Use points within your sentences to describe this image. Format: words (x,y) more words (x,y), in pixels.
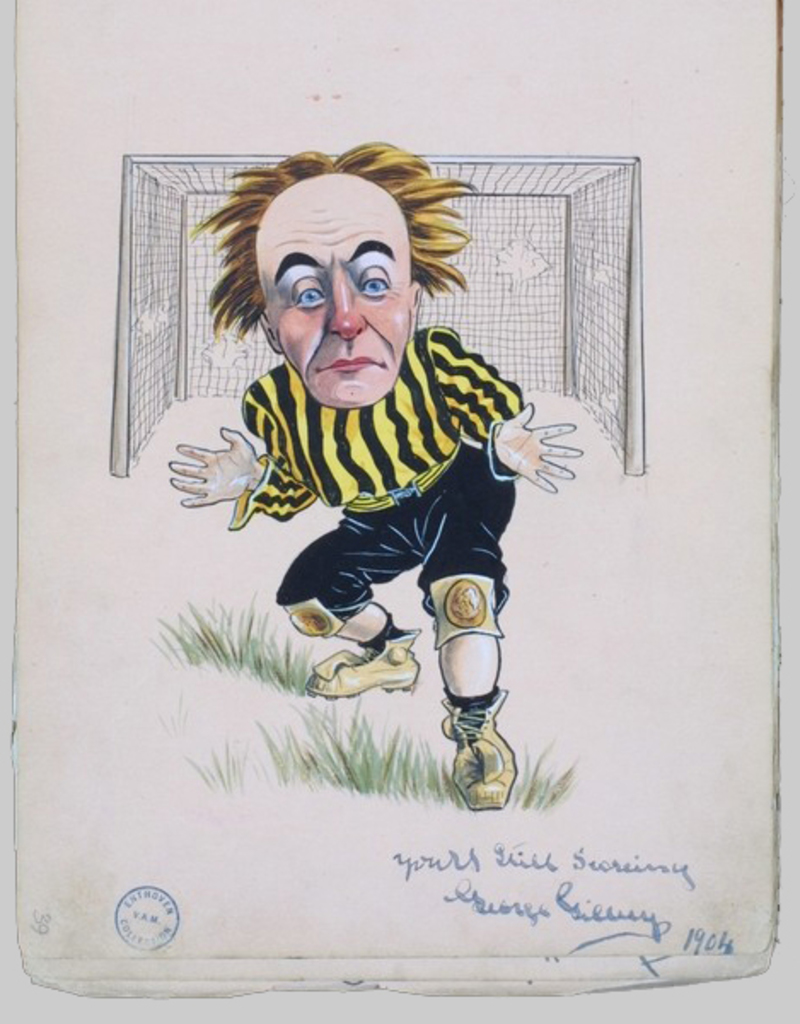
In the center of the image (507,409) there is a depiction of a person (326,208). There is a net (615,268). At the bottom of the image (630,858) there is some text (552,886).
